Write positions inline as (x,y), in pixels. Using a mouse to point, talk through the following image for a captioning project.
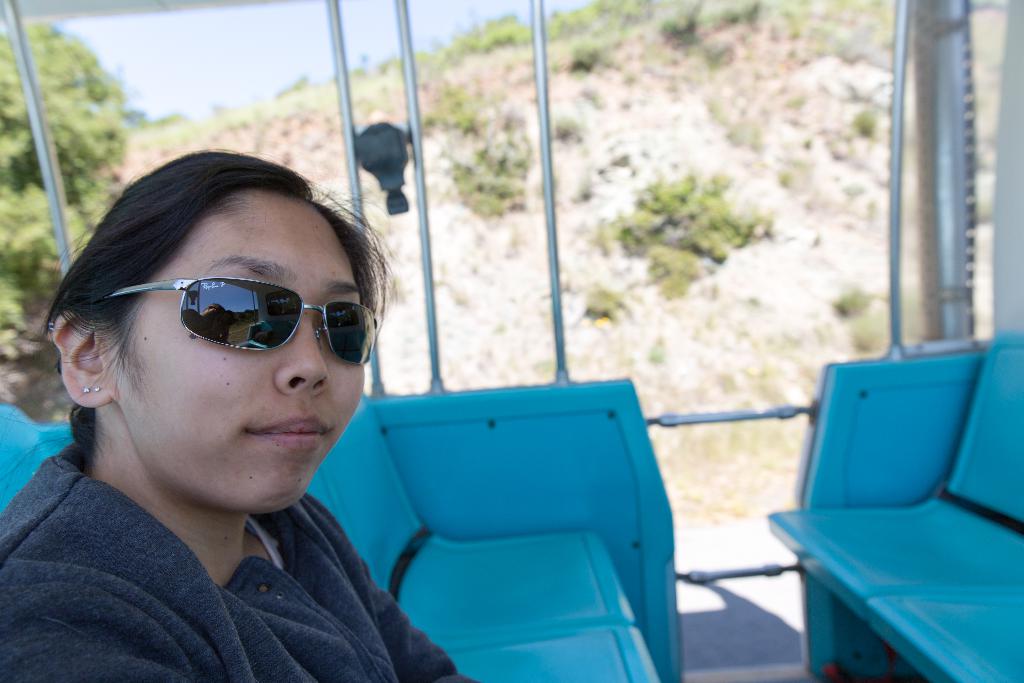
Here we can see a woman (313,382) and she has goggles (189,316). There are chairs (566,542). In the background (70,135) we can see trees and plants (729,233).
